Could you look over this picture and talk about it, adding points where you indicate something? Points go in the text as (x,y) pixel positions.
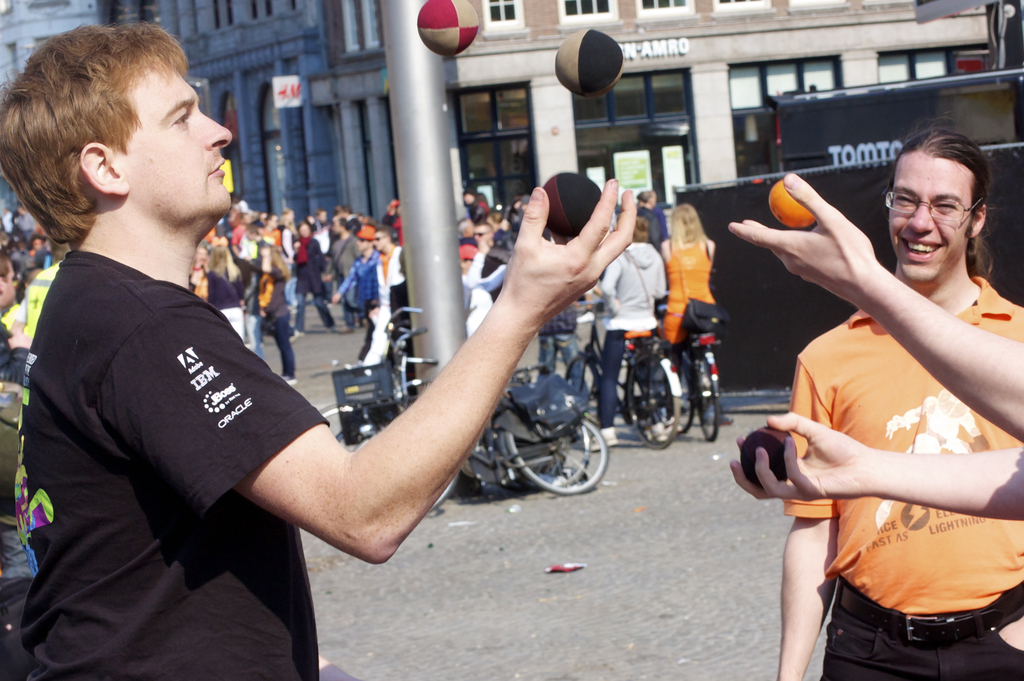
In the front of the image (244,552) we can see people (833,268) and balls (580,203). In the background of the image (471,82) there are bicycles (646,375), pole (419,174), people (245,257), buildings (114,1), posters (641,177) and black objects (741,218).
